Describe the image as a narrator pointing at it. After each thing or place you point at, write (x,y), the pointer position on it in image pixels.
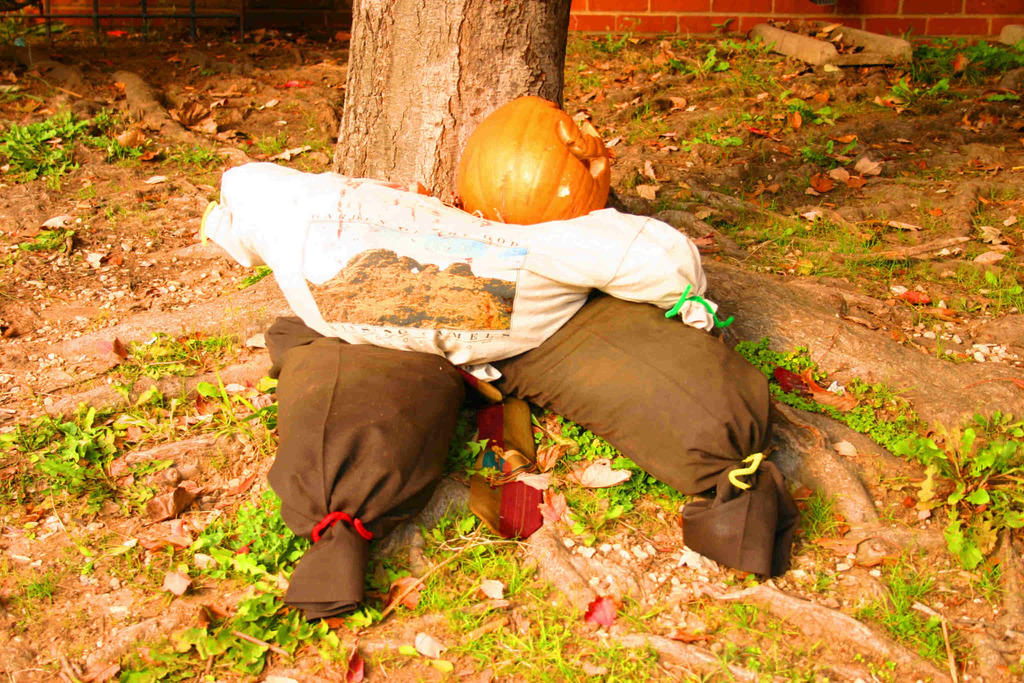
In this picture we can see clothes (735,415), pumpkin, grass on the ground (623,185) and in the background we can see a tree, wall (794,10), rods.
